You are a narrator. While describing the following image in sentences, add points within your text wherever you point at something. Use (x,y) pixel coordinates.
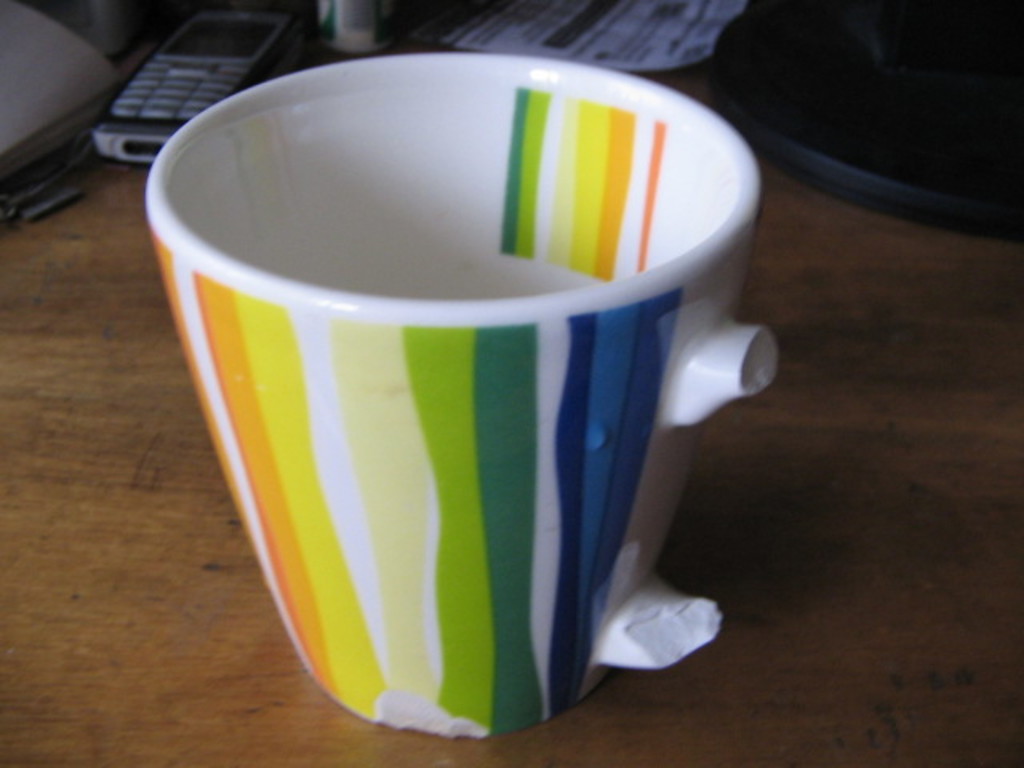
In the middle (588,382) it is a cup (654,398) which is in white color. In the left side (114,145) there is a mobile phone (181,110).
